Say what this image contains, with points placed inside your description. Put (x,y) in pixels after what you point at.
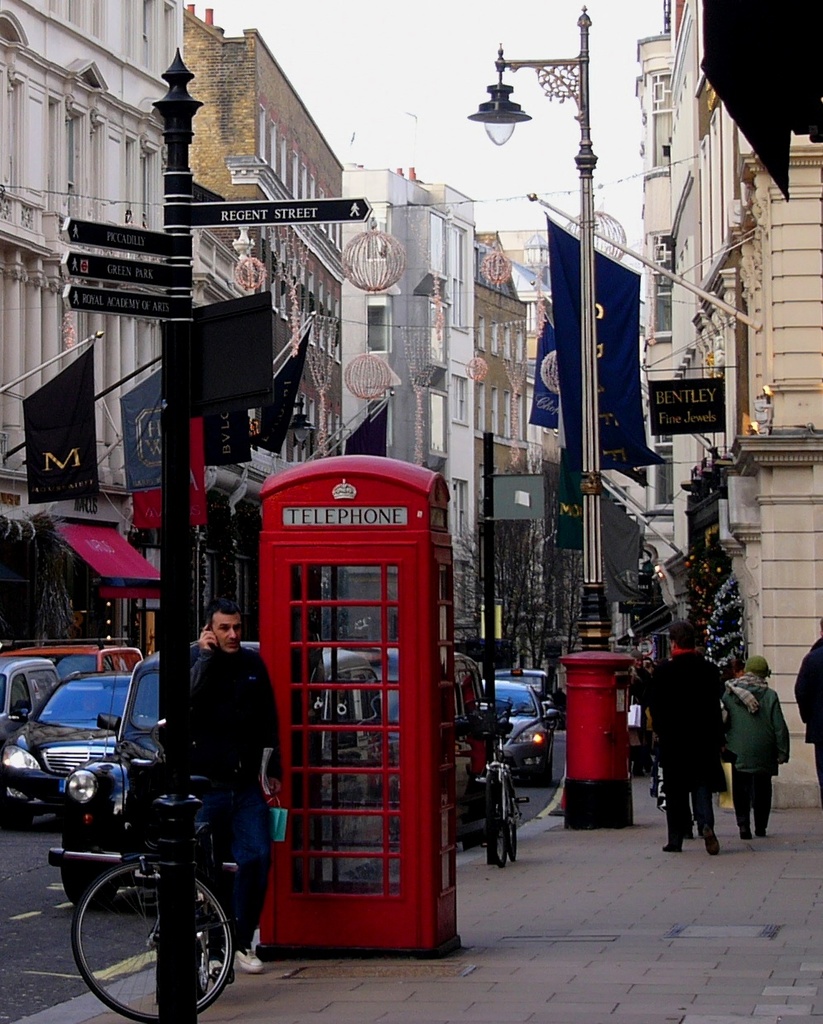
This is a picture taken in the outdoors. It is cloudy. The man (226,705) in black jacket (217,698) was standing beside the telephone booth (341,676). Behind the telephone booth (317,650) there are cars (85,756) on the road (44,855) and a buildings (355,235) and sky (379,69).
